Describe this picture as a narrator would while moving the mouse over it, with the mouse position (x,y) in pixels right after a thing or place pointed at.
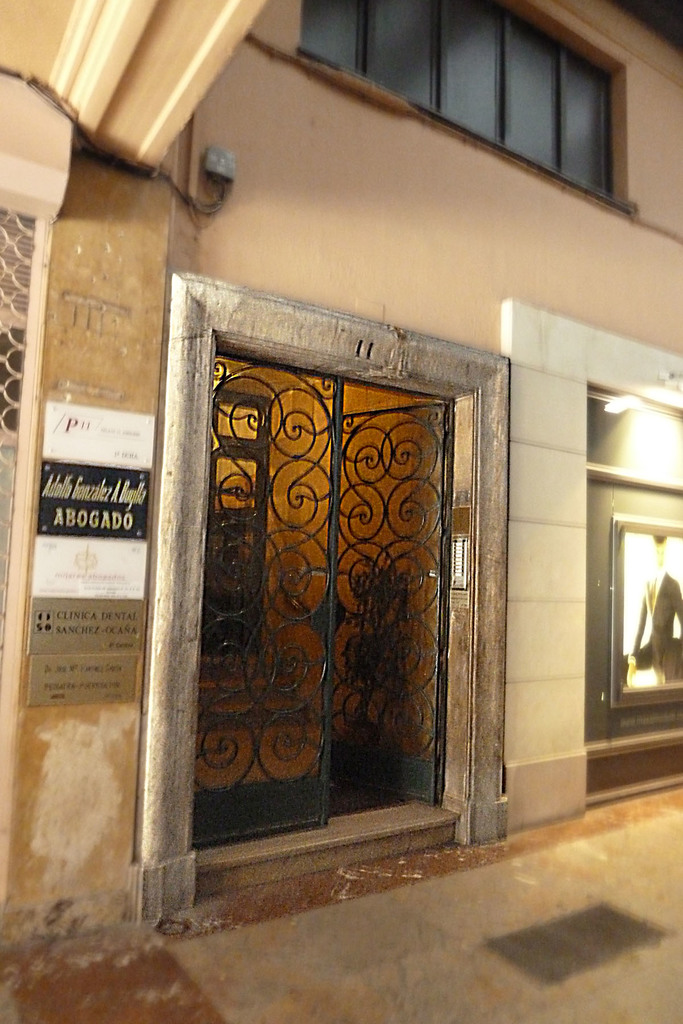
In this image there is building (428,361) with gate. There are boards (126,593) with text (77,496). There are glasses (579,151) for ventilation. There is light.
